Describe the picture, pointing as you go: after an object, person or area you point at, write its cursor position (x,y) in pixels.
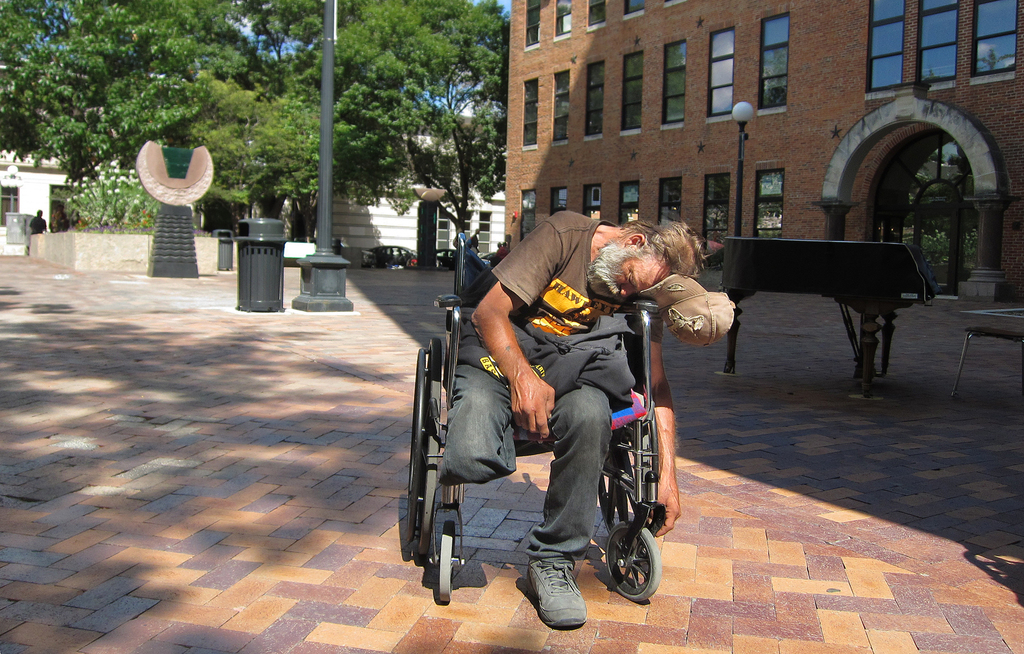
In this picture we can see a man (560,355) is sitting on a wheel chair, there are dustbins (275,295), a pole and a light (746,116) in the middle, in the background (700,171) there are some trees (412,122), buildings (771,116) and a car (386,248), we can see a person (43,225) on the left side (35,225).
